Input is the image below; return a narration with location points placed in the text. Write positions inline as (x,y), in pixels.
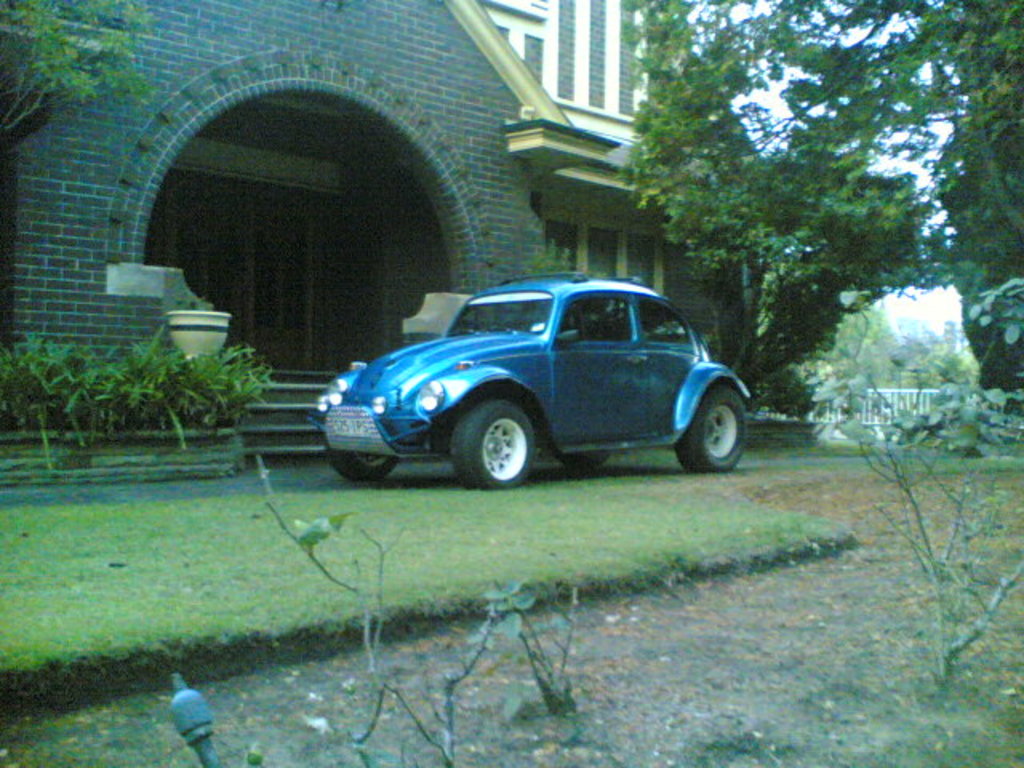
In the image there is a blue car (437,356) on the land (176,494) with garden (603,508), plants (973,395) and trees (975,250) around it, in the back (196,232) there is a building (473,141).
